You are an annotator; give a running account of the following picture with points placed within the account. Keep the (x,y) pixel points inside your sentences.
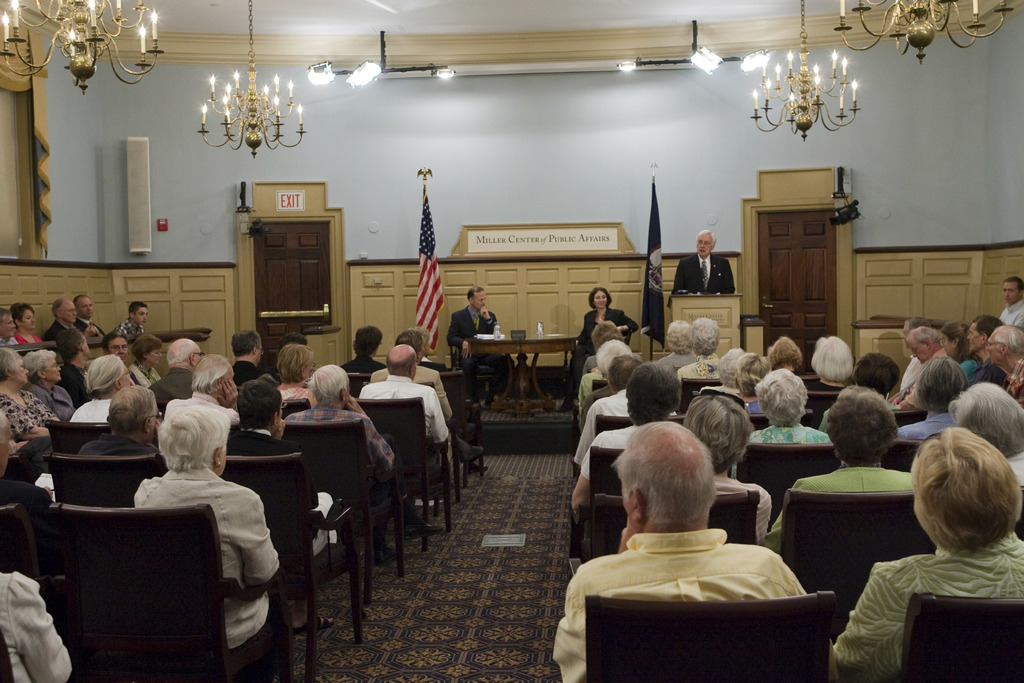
Here we can see a group of people (754,400) who are sitting on a chair (89,607). There is a person (702,249) standing in front of a wooden desk (708,317) and he is speaking on a microphone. Here we can see a flag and this is a wooden door (304,290).
